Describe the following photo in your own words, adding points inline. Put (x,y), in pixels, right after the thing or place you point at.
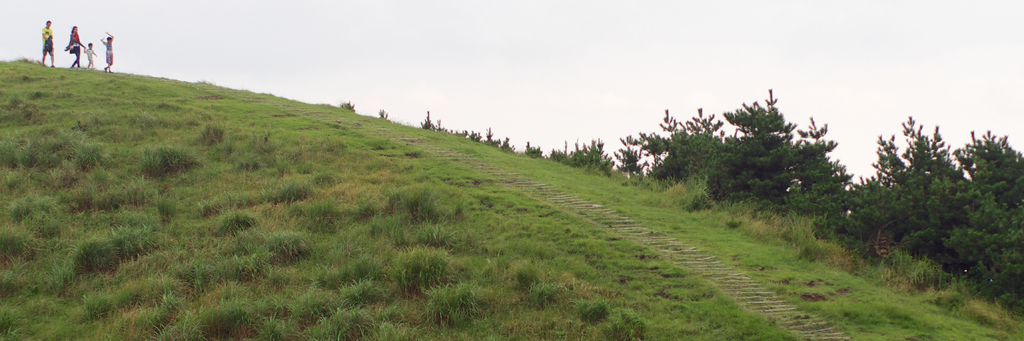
In this picture we can see some grass (352,207) on the ground (442,162). There is a path (672,248). We can see a man (53,57), woman (75,53) and two kids (109,53) walking on the grass (521,165). There are a few plants (588,155) and trees (822,162) visible on the right side (835,162).
